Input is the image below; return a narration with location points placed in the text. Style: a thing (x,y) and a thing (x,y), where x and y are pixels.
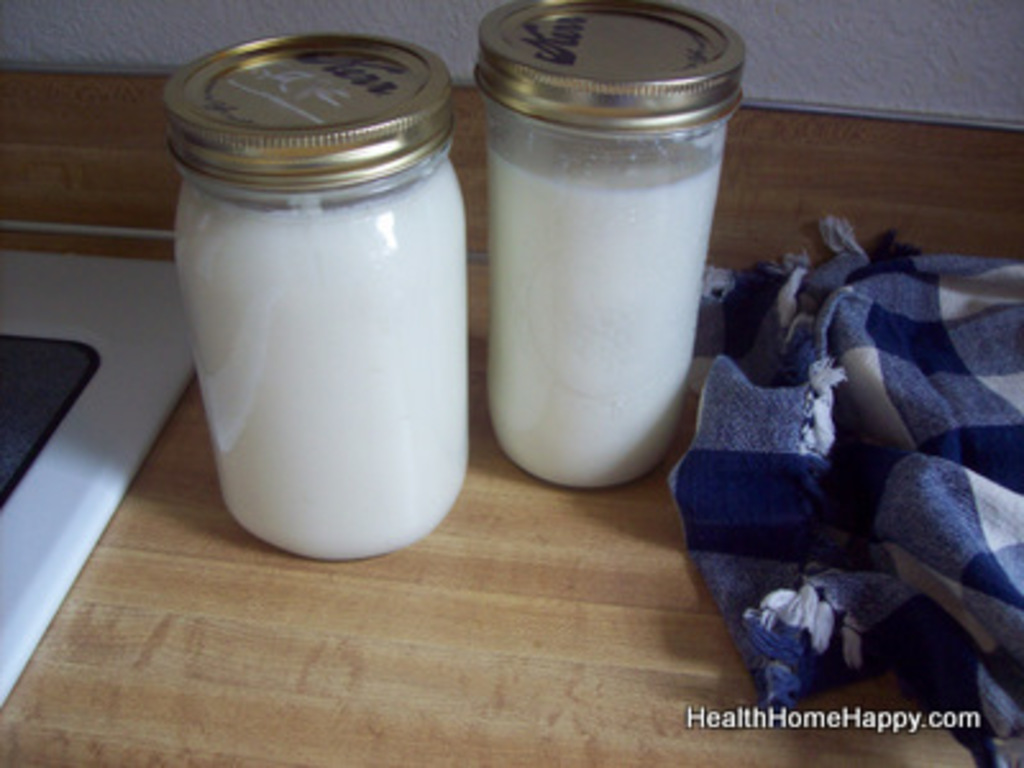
In this picture we can see couple of bottles (447,222) with drink (464,244) in it, beside to the bottles (598,334) we can find a cloth (807,403).
